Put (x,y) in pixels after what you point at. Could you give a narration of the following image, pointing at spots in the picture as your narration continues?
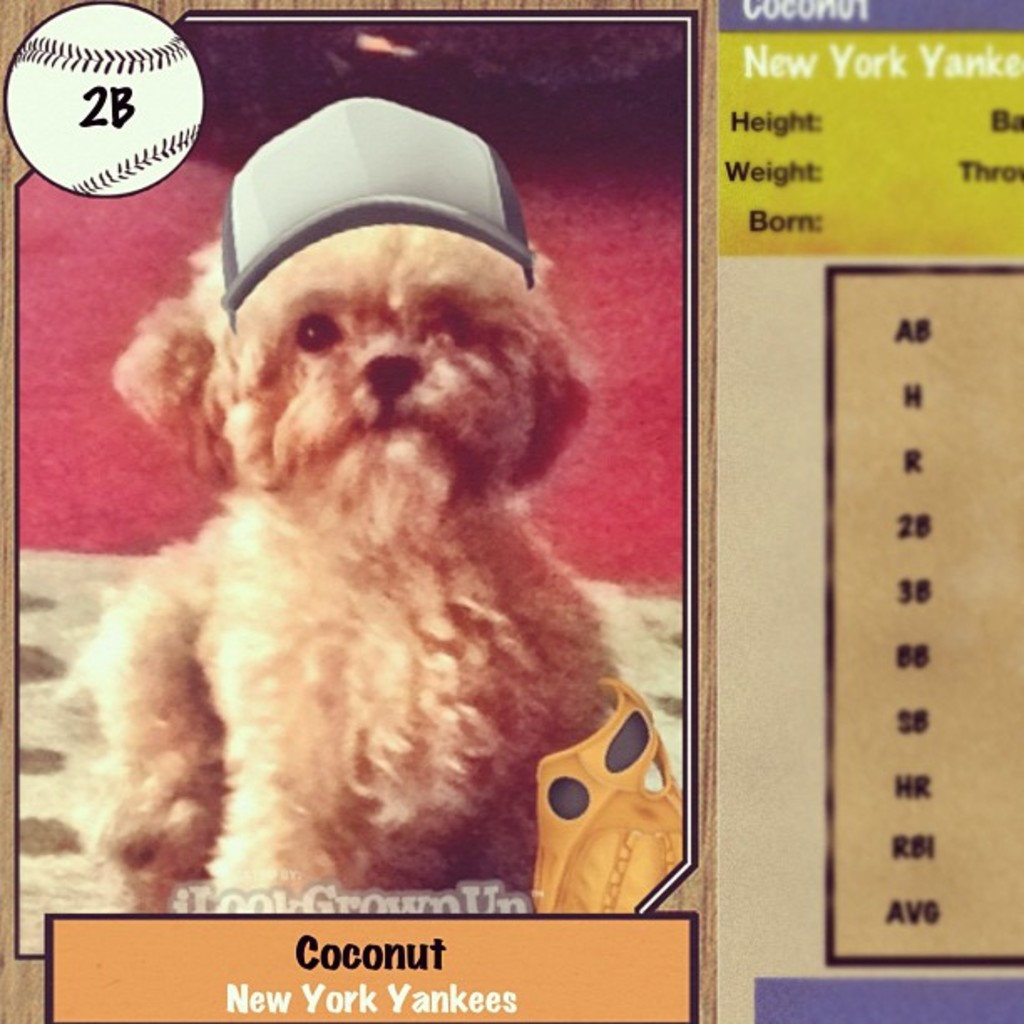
As we can see in the image there is a poster (390,427). On poster (342,299) there is a dog (381,447), bed sheet (53,625) and some matter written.
